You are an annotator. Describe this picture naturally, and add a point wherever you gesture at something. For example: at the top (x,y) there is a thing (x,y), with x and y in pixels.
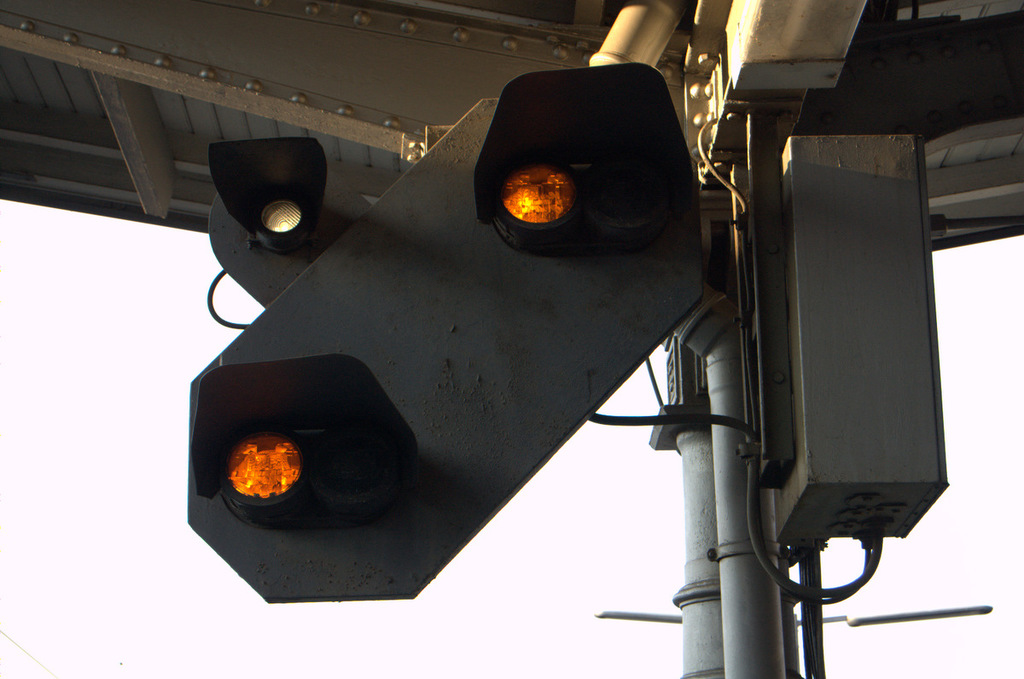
There are signal lights (484,445) attached to the poles (715,538). Above these, there is a roof (71,70). The background (112,593) is white in color.
